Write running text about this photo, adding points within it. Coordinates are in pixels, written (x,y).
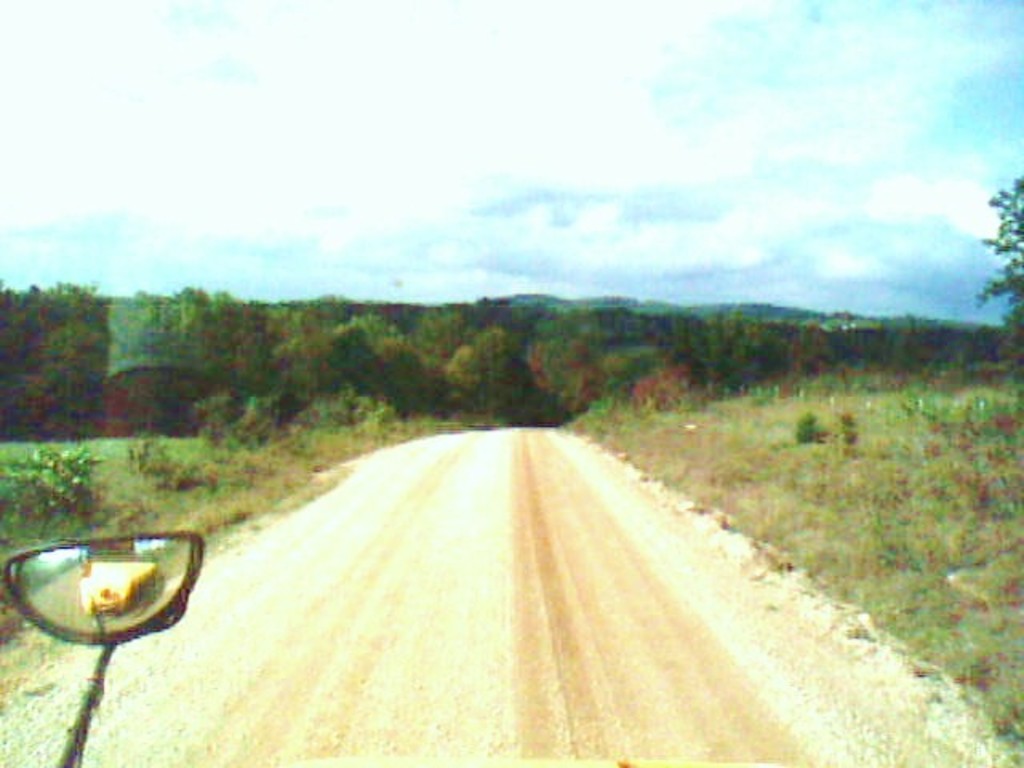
In this picture I can see trees (486,408), plants (990,435) and grass (901,457) on the ground (885,528) and it looks like a vehicle's side mirror (114,615) at the bottom left corner of the picture (95,615) and I can see a cloudy sky (472,101).
